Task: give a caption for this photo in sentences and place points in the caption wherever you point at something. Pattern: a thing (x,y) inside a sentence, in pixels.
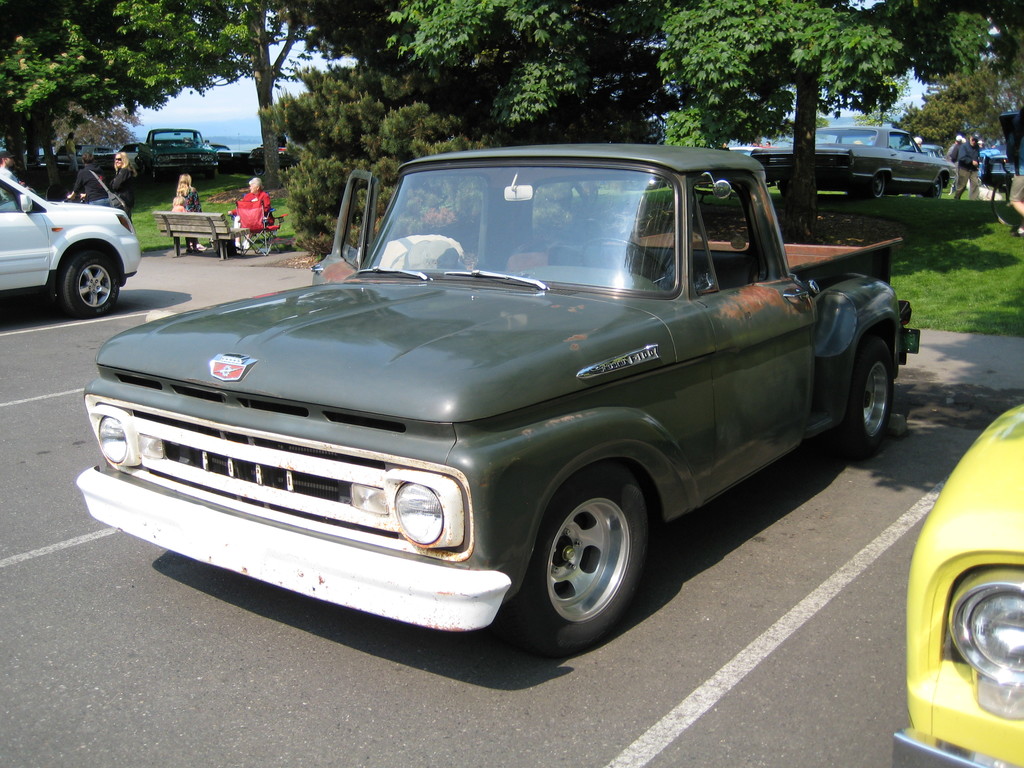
In this image we can see cars (612,192), people (83,167), bench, trees (373,167), grass (953,253) and we can also see the sky (217,114).
